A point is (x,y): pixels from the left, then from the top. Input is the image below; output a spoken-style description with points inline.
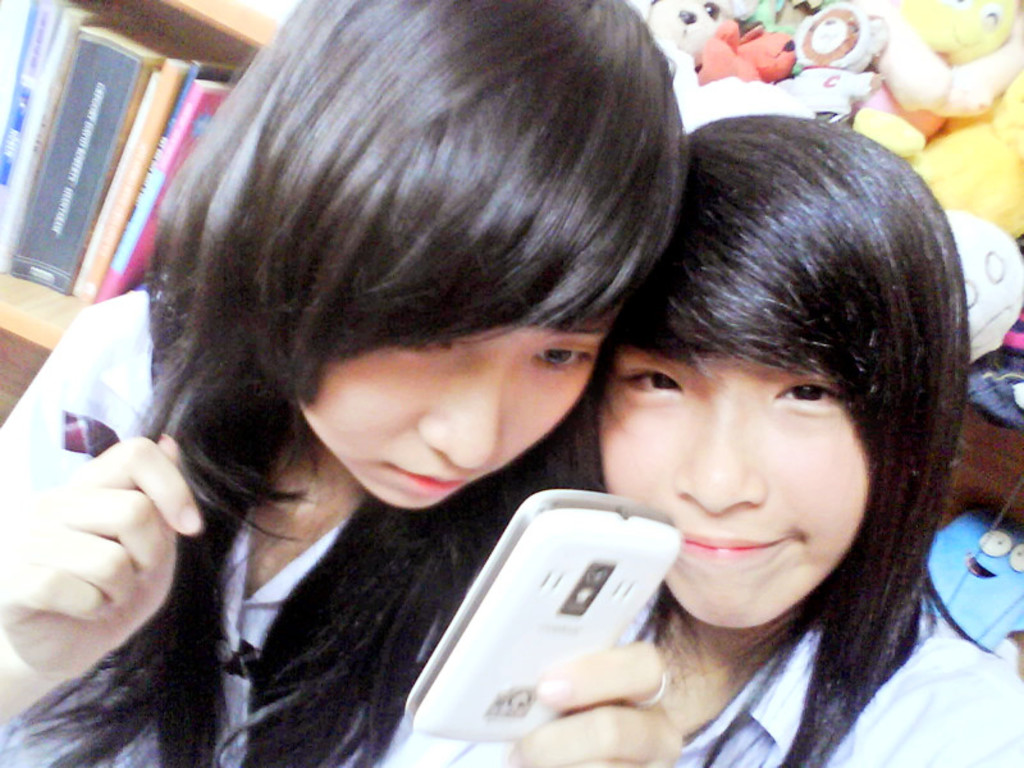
In this picture there are two girls (602,317) one of them is smiling and one of them is looking into the phone (612,635), in the background (776,106) there are some toys (771,88) and they are some books (97,150) kept in the shelf (93,17).
